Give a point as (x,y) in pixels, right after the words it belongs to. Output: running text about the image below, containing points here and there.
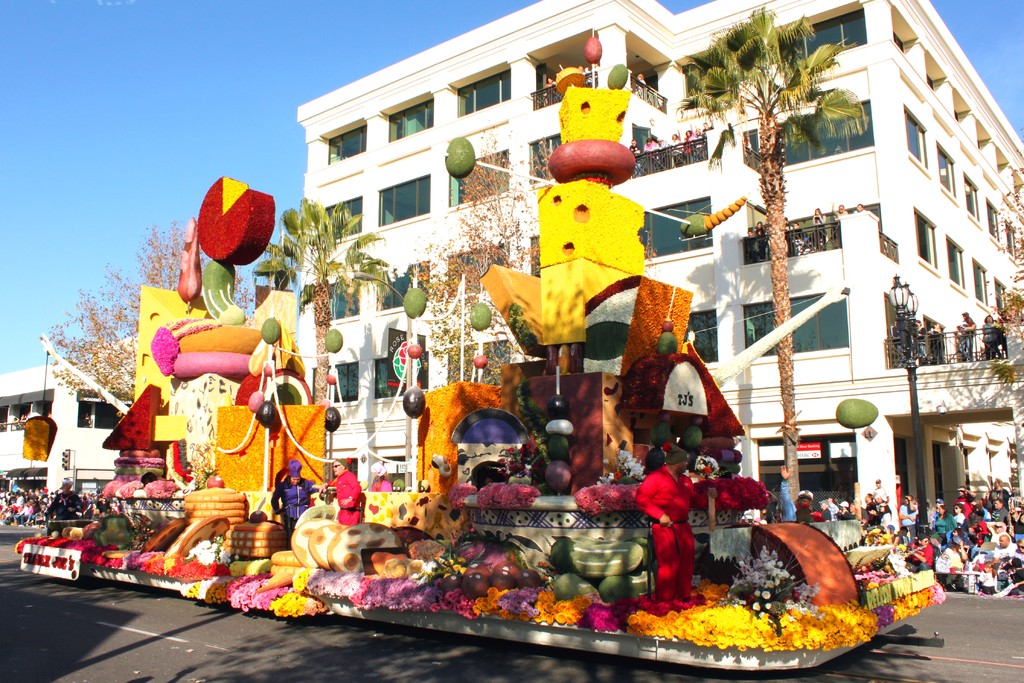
In this image in the foreground (580,454) there are some toys (637,367), and some toy fruits (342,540) and some objects (198,281) and there are group of people (937,522). At the bottom (207,658) there is road (22,577), and in the background (909,419) there are buildings (884,329), trees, poles (918,417), lights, and at the top (364,36) there is sky (993,55).
